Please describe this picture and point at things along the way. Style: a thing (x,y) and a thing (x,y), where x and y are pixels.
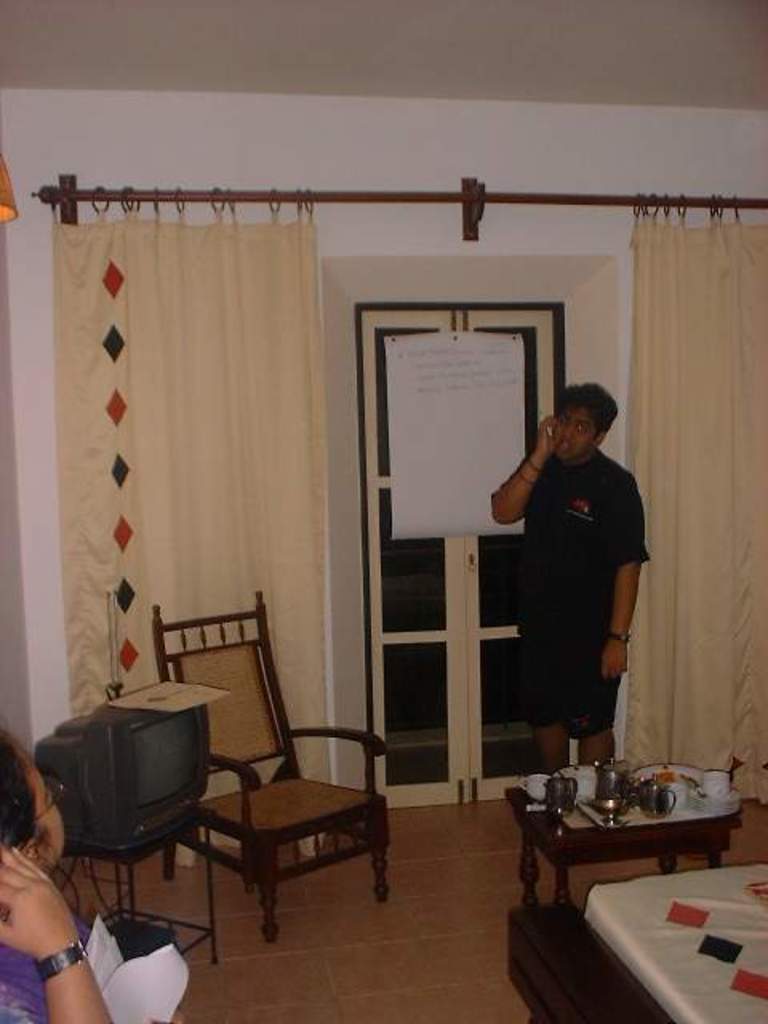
This a inside view of a room (443,721) and there is a bed (532,940), in front of the bed (676,924) there is a table (578,841), there are the glasses (645,809) and plates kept on the left side (96,802) there is TV (119,794), beside the TV (99,796) there is a chair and back side of the chair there is a hanger (102,191) and curtain (85,271) attached to the hanger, beside it there is a door (373,390), on the door (429,510) there is a notice paper (443,506) attached to the door (503,781).
